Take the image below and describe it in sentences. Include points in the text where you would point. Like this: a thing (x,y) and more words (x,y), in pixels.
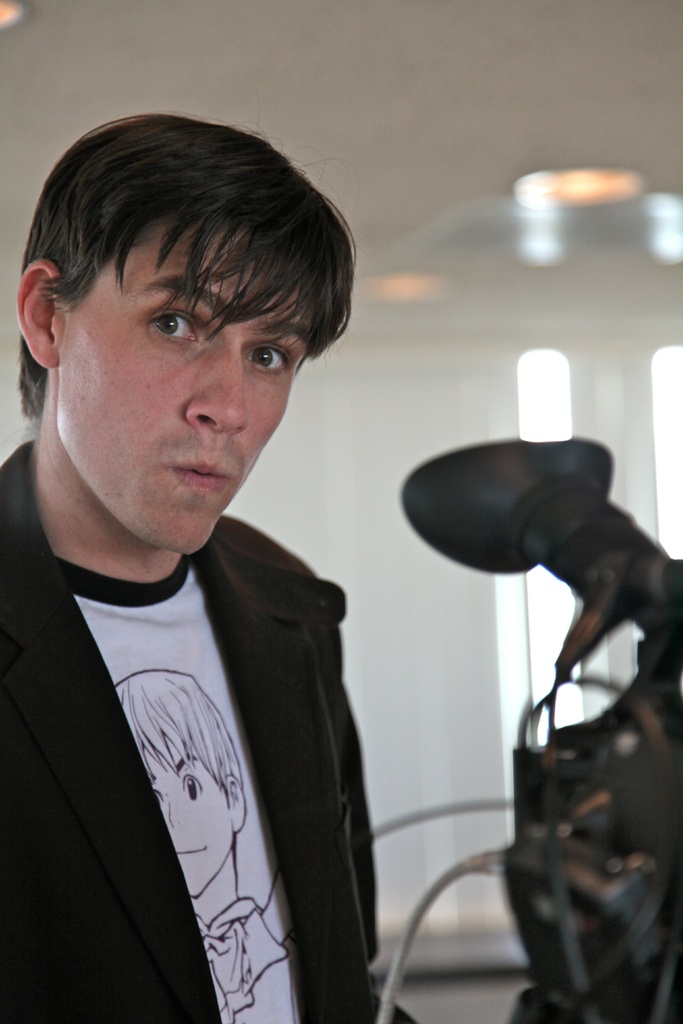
In this image on the left side (176,729) I can see a person (214,538). At the top (596,190) I can see the light (572,201).
